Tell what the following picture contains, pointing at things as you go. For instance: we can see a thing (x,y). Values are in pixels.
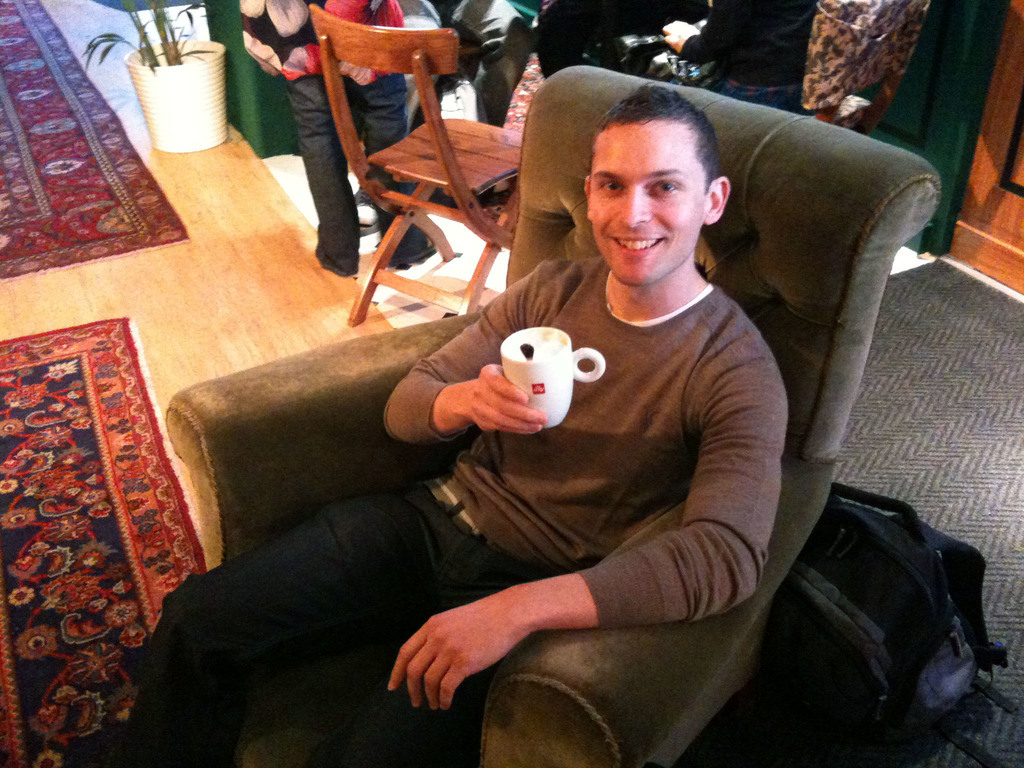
This image is taken inside a room (482,263). In the middle of the image (601,333) a man (656,143) is sitting on the sofa (329,410) holding a coffee cup (533,381) his hand (473,398). In the left side of the image (122,368) there is a floor (19,323) with mat (51,506). In the right side of the image (855,500) there is a backpack (819,633) on the floor (1021,702). At the top of the image (160,24) there is a plant (174,44) in a pot (147,91) and there were few people (467,47) standing.
